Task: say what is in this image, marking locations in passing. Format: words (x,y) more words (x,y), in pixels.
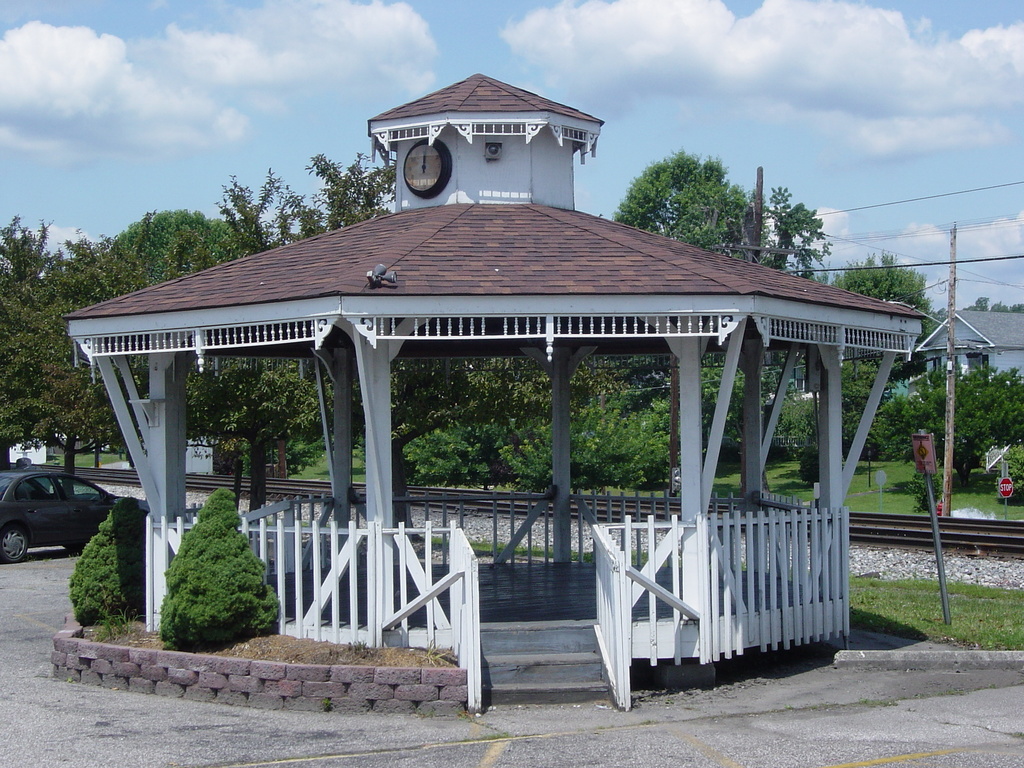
In this image we can see a shed (541,248) with wooden fence (373,541), clock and poles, there are stairs (557,669), plants (232,562), sand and trees (217,592) in front of the shed (386,627), on the left side (88,511) there is a car (34,507) parked on the road (36,599) and in the right side (932,469) there is an iron pole (946,605) with a sign board (919,448) and in the background (404,426) there are few trees (404,426), a building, a pole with wires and the sky (418,68).
